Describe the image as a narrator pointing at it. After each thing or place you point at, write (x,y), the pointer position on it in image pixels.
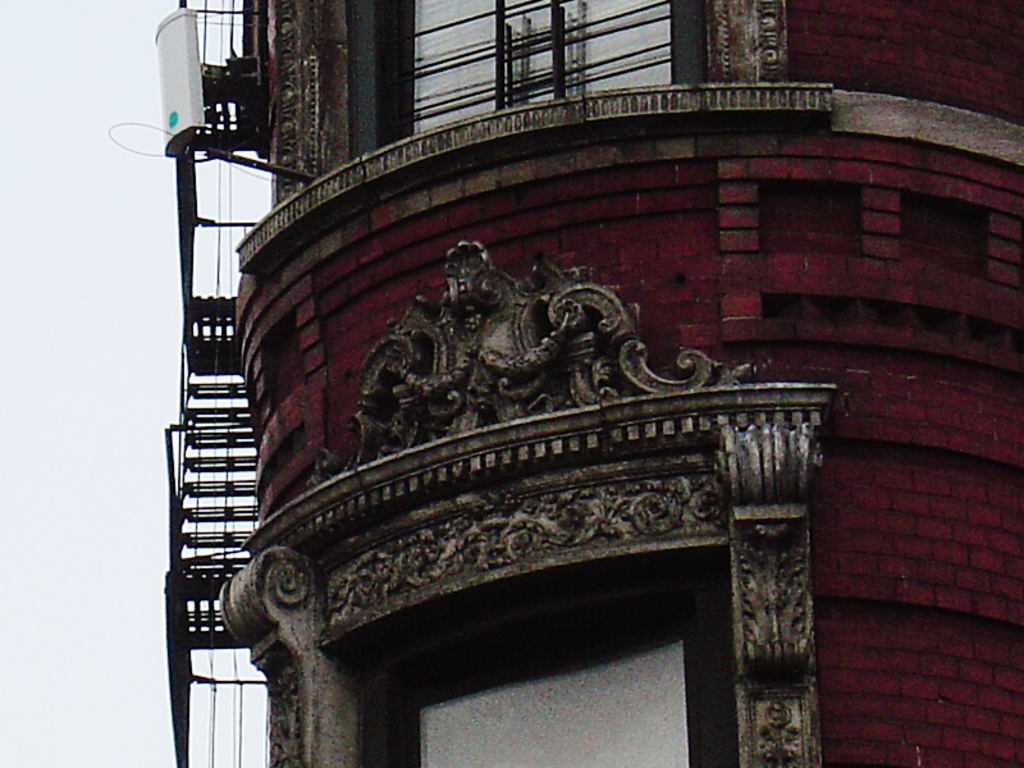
In this image I can see a building (564,285) which is red, cream and black in color and I can see few windows (500,691) of the building (580,62). I can see few stairs (238,482), the railing (238,482) and a white colored object (184,89) to the building (271,14). In the background (108,327) I can see the sky (86,452).
